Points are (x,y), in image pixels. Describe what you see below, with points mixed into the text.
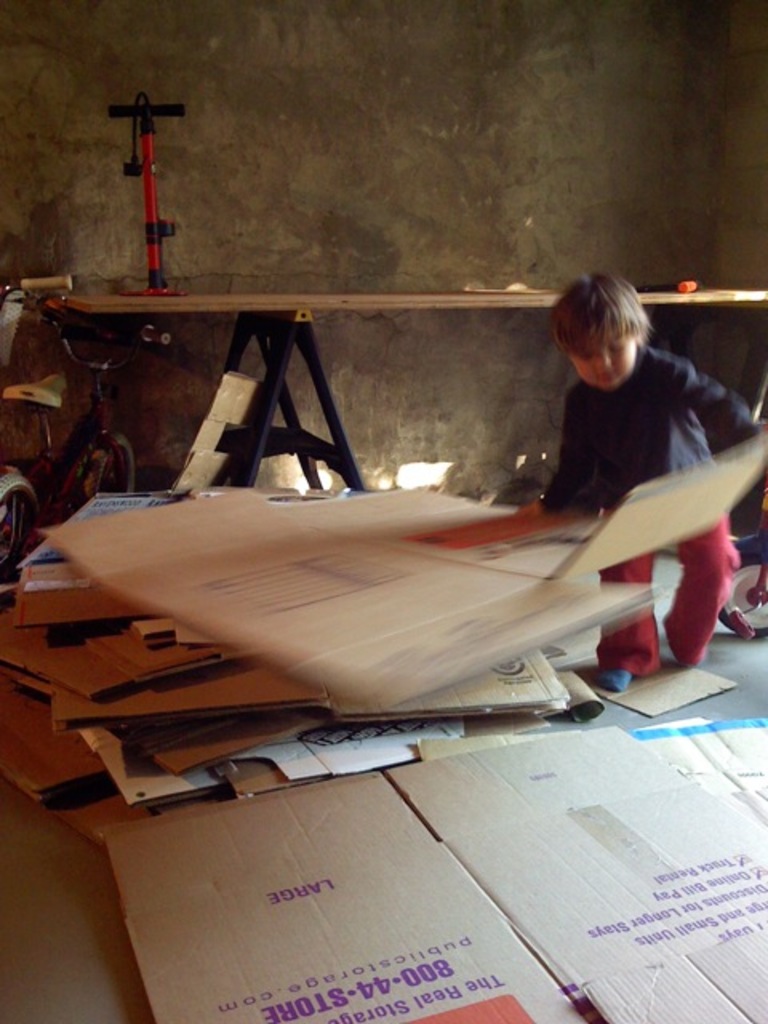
In this image, There are some brown color boxes (573,837), In the right side (659,441) there is a kid (657,356) holding a brown color box (506,535), There is a yellow color table (180,310) on that there is a red color object (148,289), In the left side (98,423) there is a bicycle (54,394) which is in red color.
